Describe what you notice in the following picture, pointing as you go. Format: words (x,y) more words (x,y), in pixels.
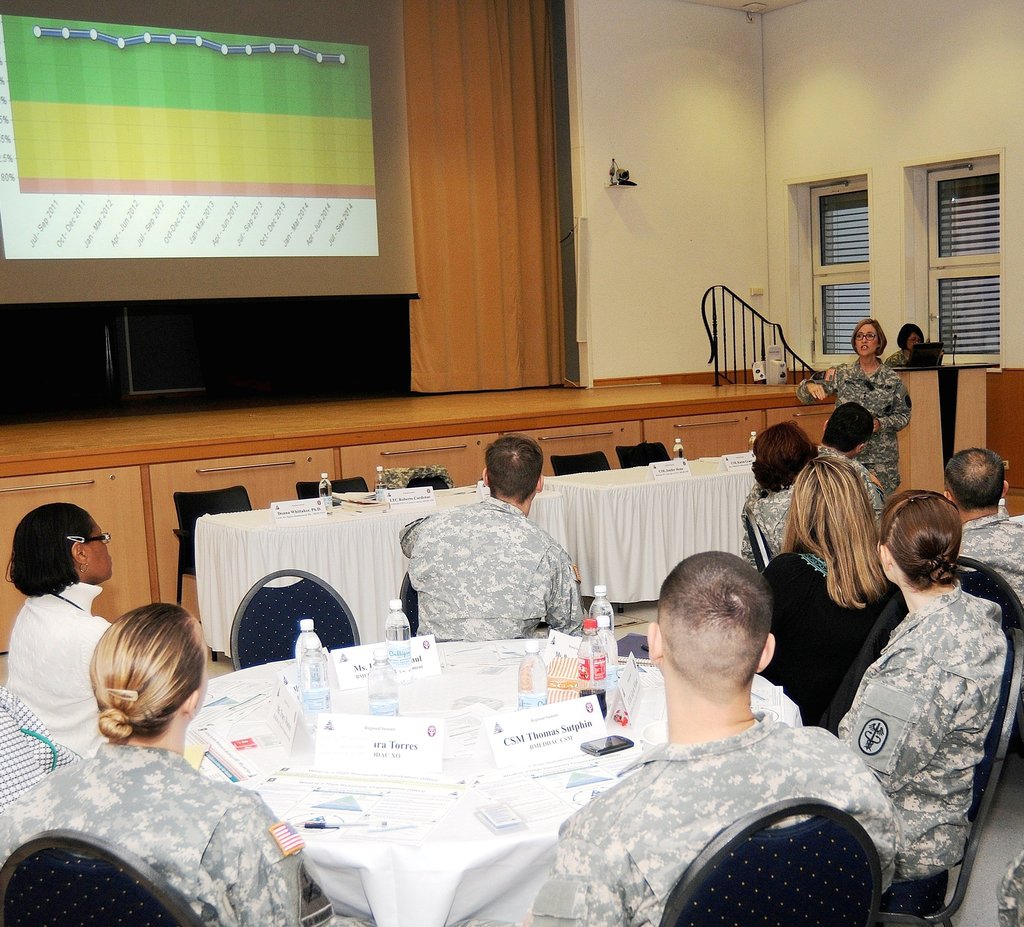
In this picture I can observe some people (708,601) sitting in the chairs (174,901). In front of the tables (516,639) there are men (503,554) and women (136,797) in this picture. On the table (408,696) I can observe water bottles (390,698) and nameboards (291,709). On the left side (120,63) I can observe a screen (278,173). In the middle of the picture (505,310) there is a curtain (451,222). In the background (953,78) I can observe a wall (776,83).
